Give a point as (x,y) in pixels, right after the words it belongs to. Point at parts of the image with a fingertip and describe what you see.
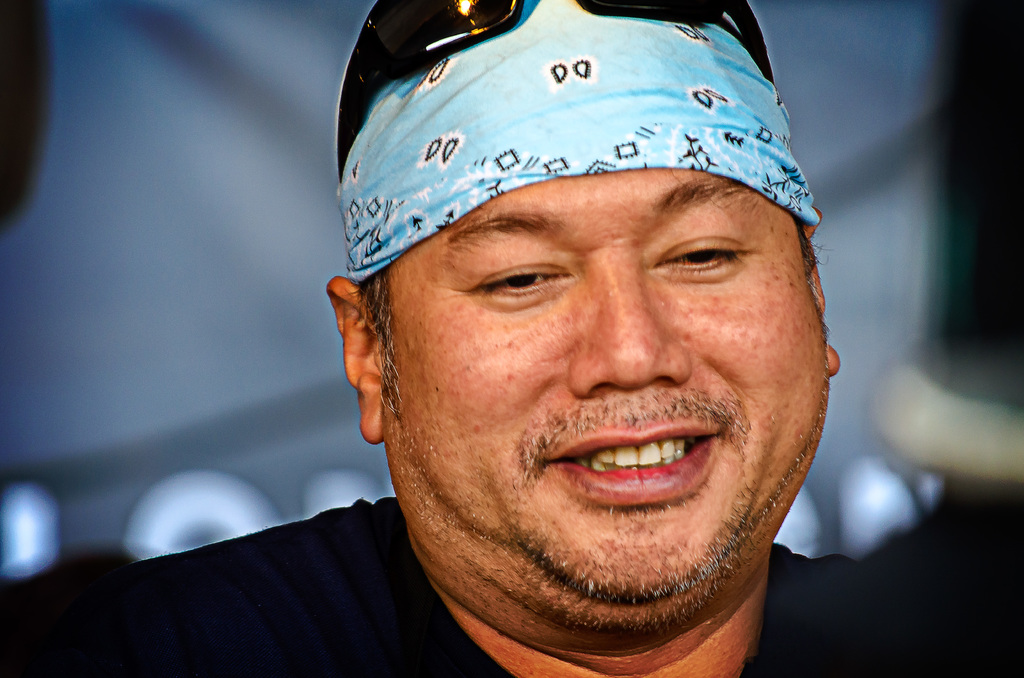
In this picture I can see there is a man (651,581), he is wearing a black shirt (270,618) and he is wearing head wear (686,146) and he has glasses (692,9). He is smiling, the backdrop (225,493) is blurred.
